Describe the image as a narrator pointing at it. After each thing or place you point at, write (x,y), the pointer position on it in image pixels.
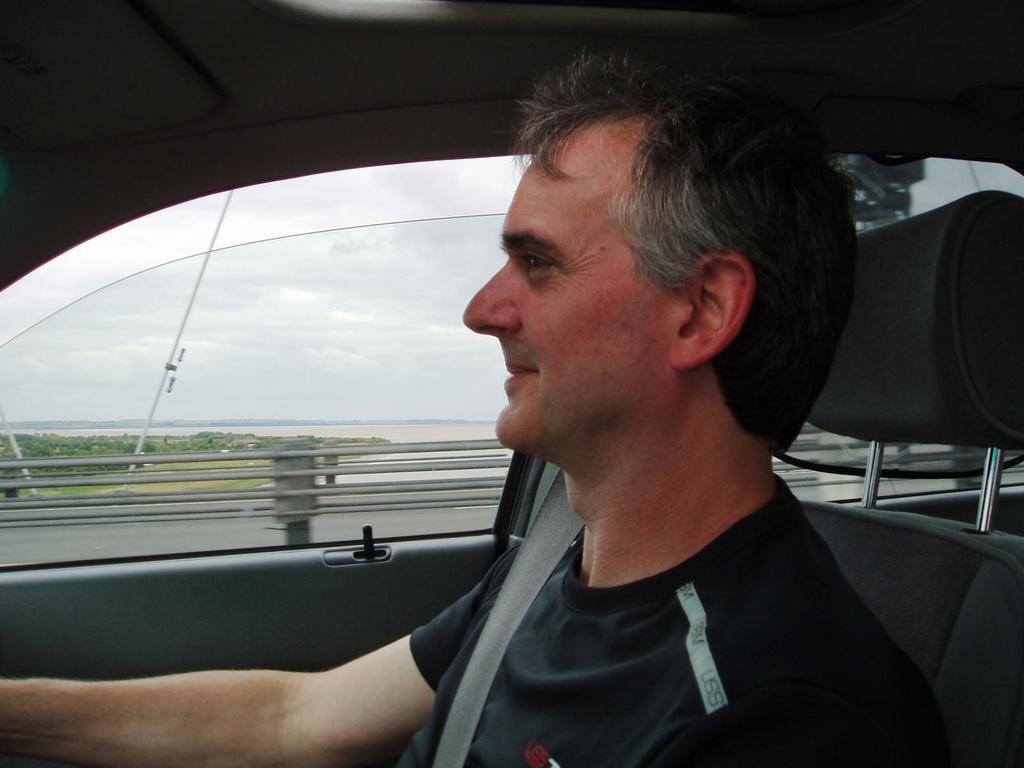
In this picture we can see a man (525,617) inside the vehicle (286,602). And this is the sky (322,291).
